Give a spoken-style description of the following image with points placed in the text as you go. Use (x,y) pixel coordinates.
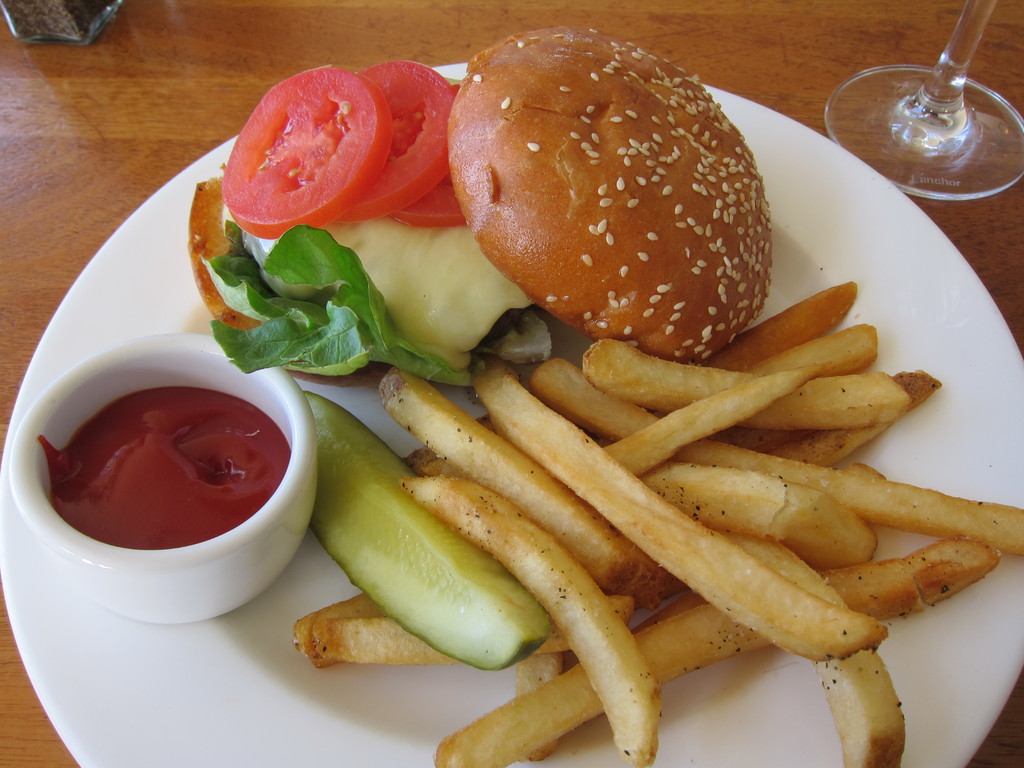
In the picture I can see some food items (714,616) are kept on the white color plate (228,717) and here I can see a bowl (105,572) with a sauce (121,487). Here I can see a glass (1023,129) and some other object (95,23) are placed on the wooden table (728,19).
